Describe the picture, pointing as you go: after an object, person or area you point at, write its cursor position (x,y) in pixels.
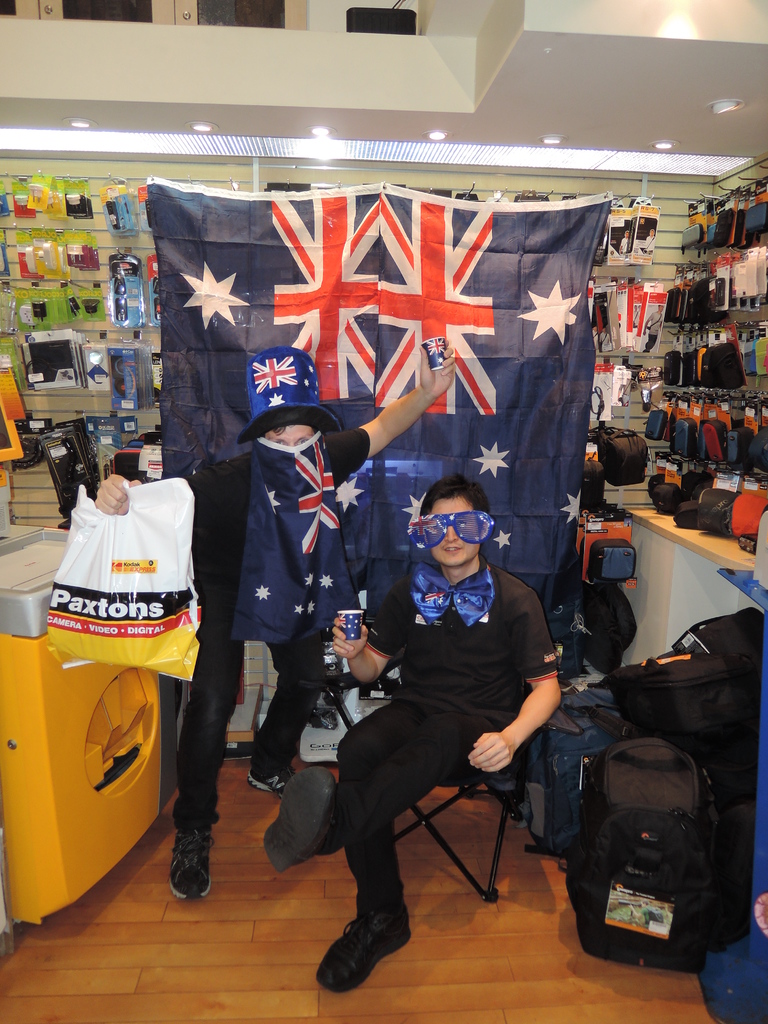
In this image, we can see 2 peoples (277,586). One is wearing a hat (295,409) on his head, he hold cup (430,363) and cover (174,559). And another person (457,724) is sat on the chair (504,780). There are so many items (600,578) are placed around the persons (186,878). And floor (235,957) we can see here.
